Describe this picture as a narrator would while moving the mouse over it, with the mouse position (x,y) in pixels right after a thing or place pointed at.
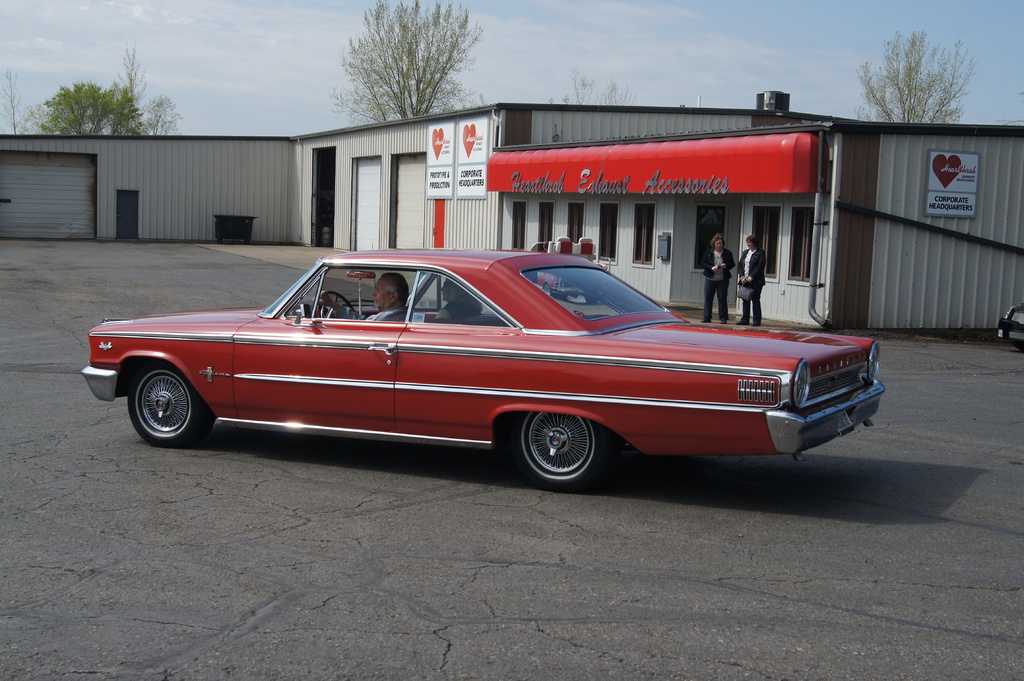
In this image there is a car (441,395) at bottom of this image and there are some shelters (457,186) in middle of this image (506,232) and there are some trees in the background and there is a sky (688,38) at top of this image (740,30). There are two persons (721,239) standing at right side of this image (717,279) and there are two persons (396,315) sitting in to the car (395,340) which is in middle of this image (406,336).
